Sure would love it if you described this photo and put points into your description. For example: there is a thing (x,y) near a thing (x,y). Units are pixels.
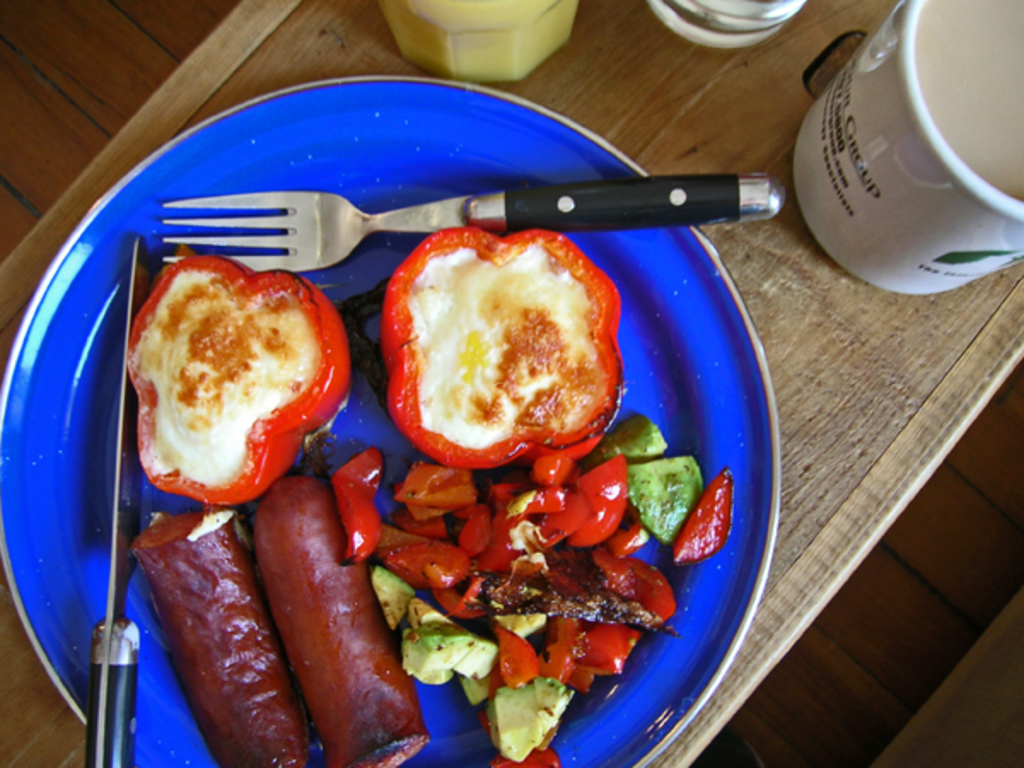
In this image there is a plate (635,403), cup (923,147) and few objects (708,24) are on the table (883,334). On the plate (368,438) there is some food (317,473), knife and a fork (406,209).
